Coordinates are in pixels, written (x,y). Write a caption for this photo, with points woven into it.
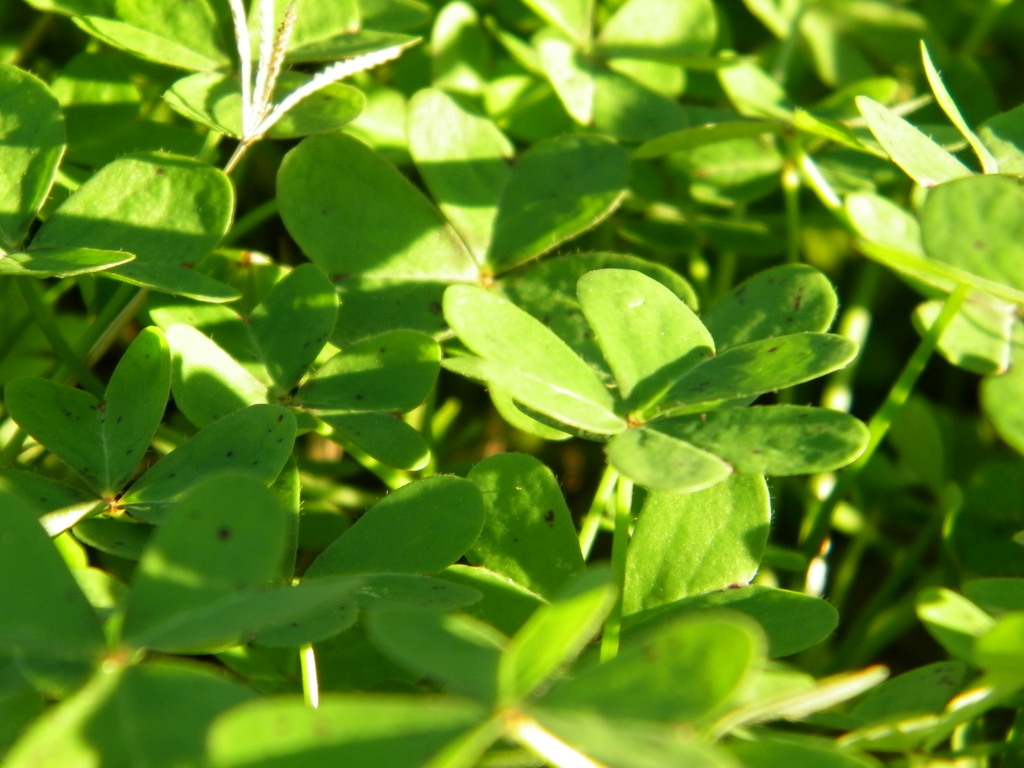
In this image, we can see that there are some green plants (529,442).
